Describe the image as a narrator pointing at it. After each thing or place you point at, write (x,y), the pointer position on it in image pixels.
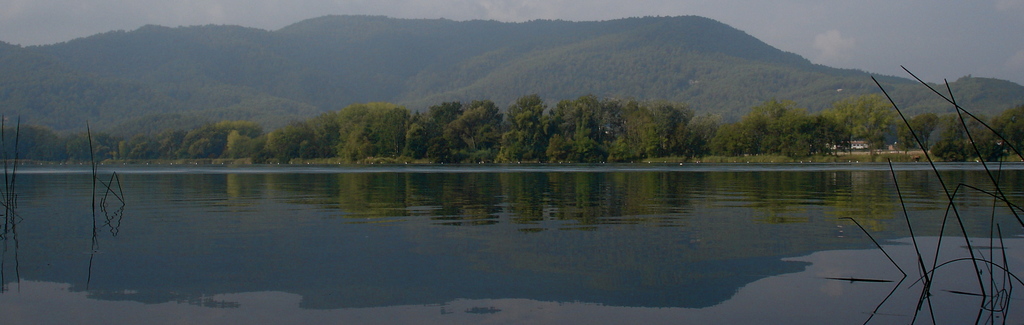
In this image we can see sky (822,43) with clouds (843,41), hills (368,58), trees (372,123) and river (620,222).
